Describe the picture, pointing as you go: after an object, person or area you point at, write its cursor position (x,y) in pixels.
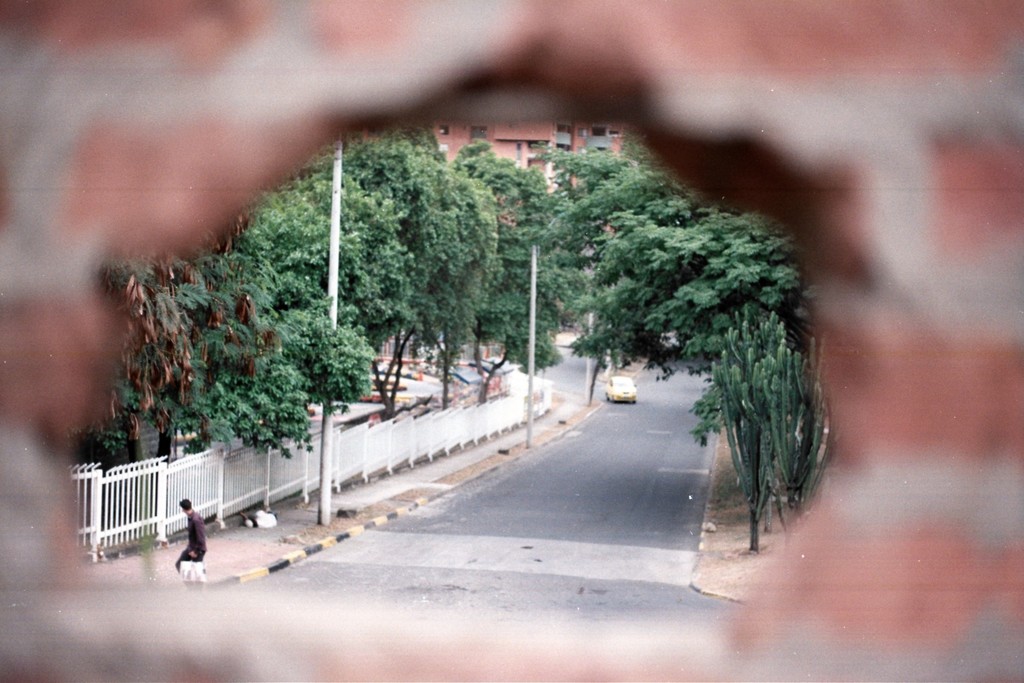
In the foreground of the image (35,108) its look like a wall (72,147) and through the hole (550,509) of the wall (409,639) we can see there is a vehicle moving on the road (352,566) and there is a person (193,545) walking on the path (313,523). On the left (284,248) and right side of the image (715,282) there are trees (401,367) and railing (232,472). In the background (489,138) there is a building (513,147).
